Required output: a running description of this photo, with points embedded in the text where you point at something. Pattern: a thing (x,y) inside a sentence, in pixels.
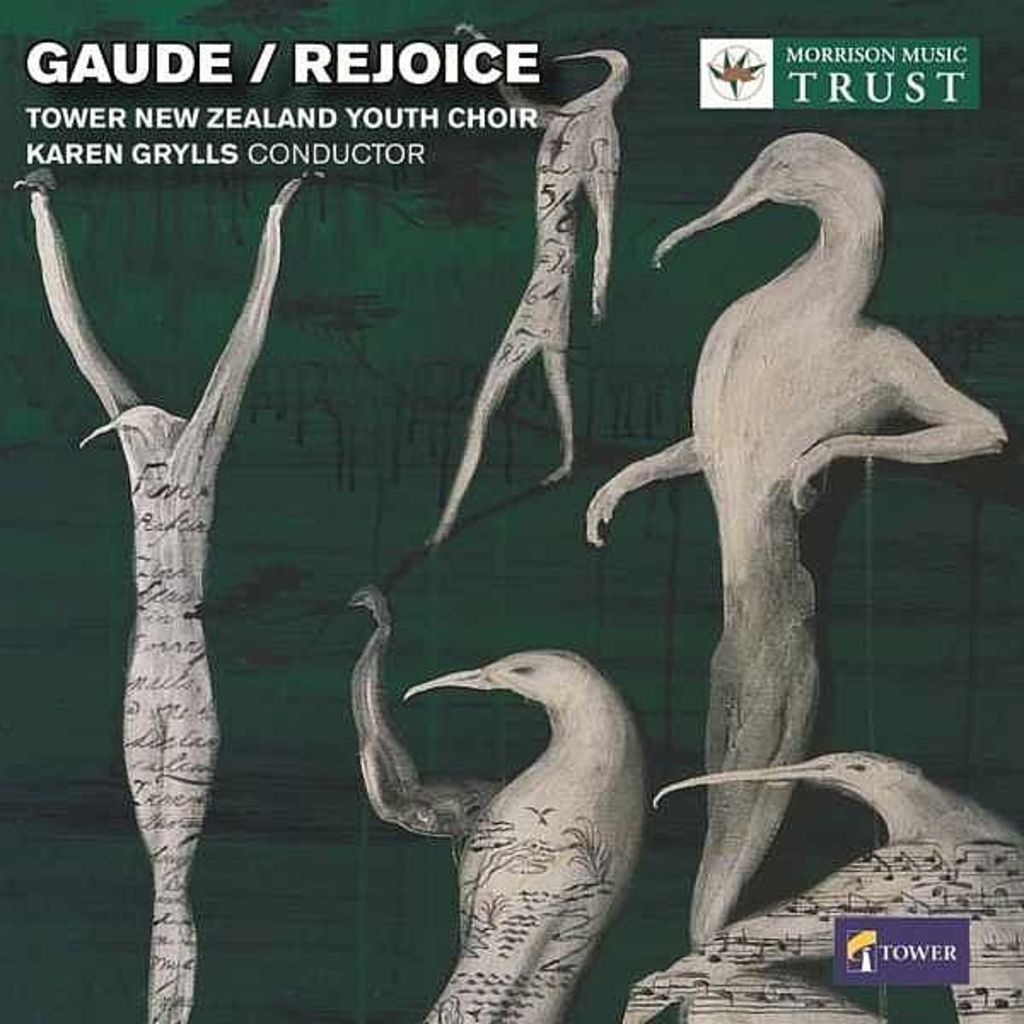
In this image we can see five figures (546,655) which are in the form of painting. There is text (318,84) on the left (291,103), right and bottom of the image (912,955).
